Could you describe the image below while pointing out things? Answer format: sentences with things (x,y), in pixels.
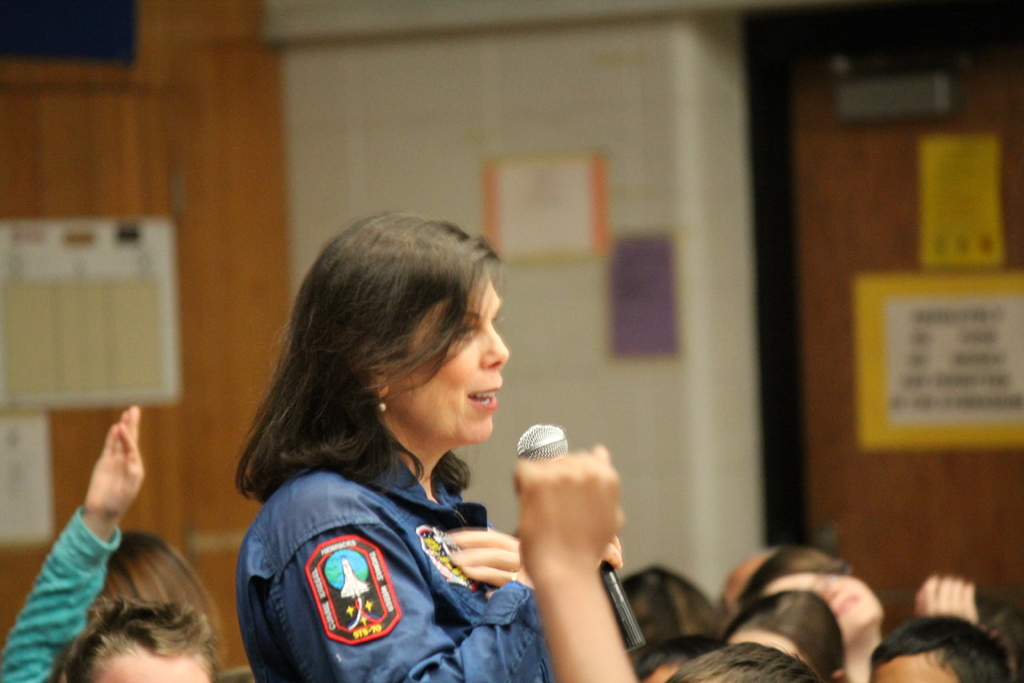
In this image in the foreground (340,257) we can see a woman (320,558), holding a mike (564,450) background (828,195) is blurry.
